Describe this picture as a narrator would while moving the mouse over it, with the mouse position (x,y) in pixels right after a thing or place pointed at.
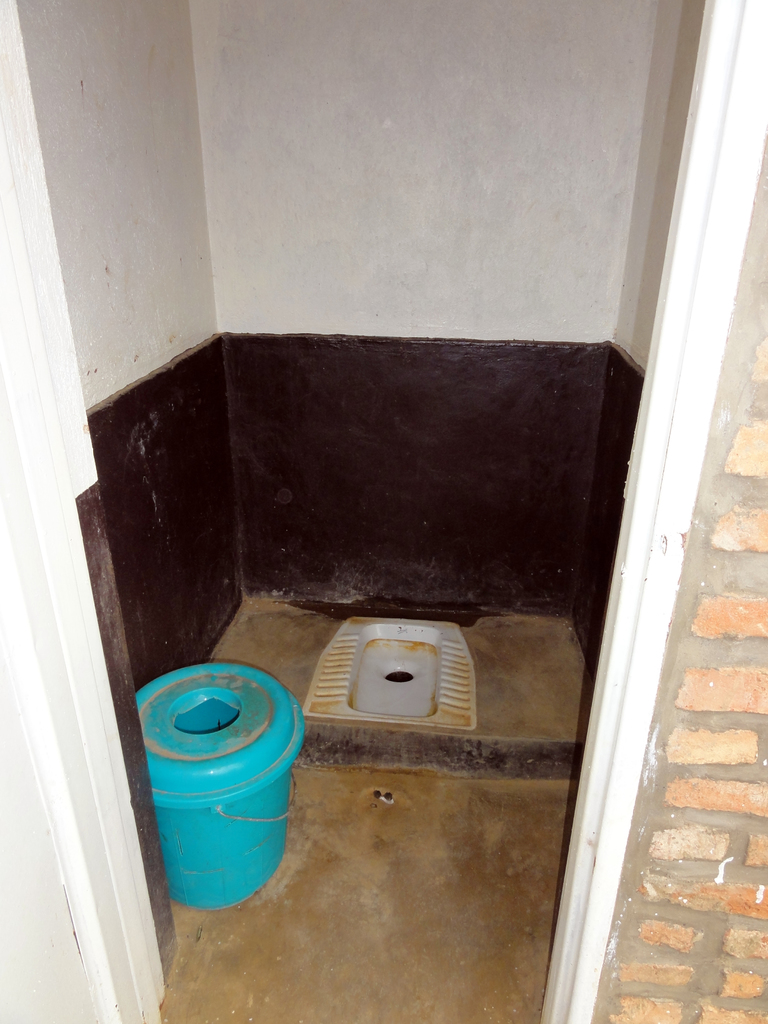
In the center of the image (272,648) we can see toilet seat (443,724), bucket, floor (424,830) are there. In the background of the image (388,310) we can see wall (394,523), door (61,970) are there.
